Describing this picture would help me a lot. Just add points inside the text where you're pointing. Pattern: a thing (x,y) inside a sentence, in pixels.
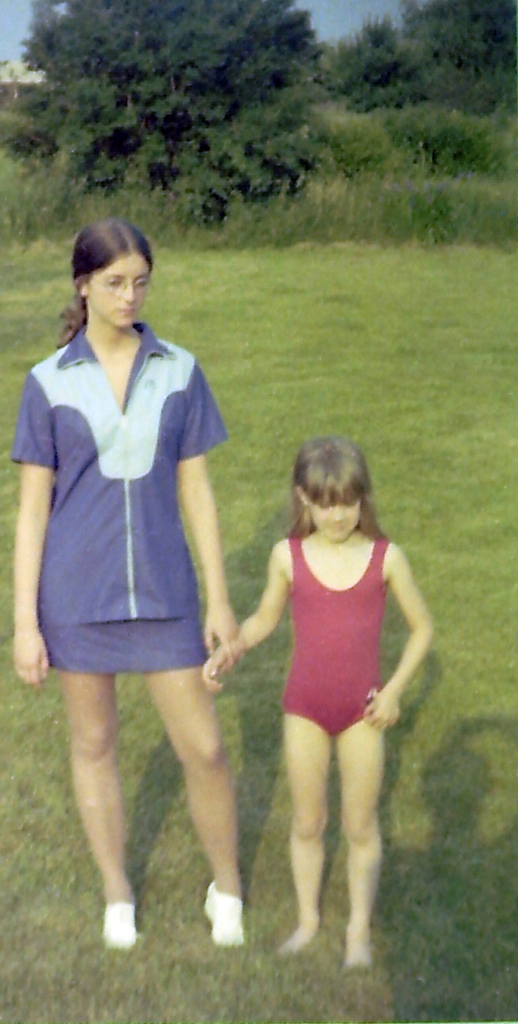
In this image we can see children (182,718) standing on the ground (266,555). In the background (253,101) there are trees (276,90) and sky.
